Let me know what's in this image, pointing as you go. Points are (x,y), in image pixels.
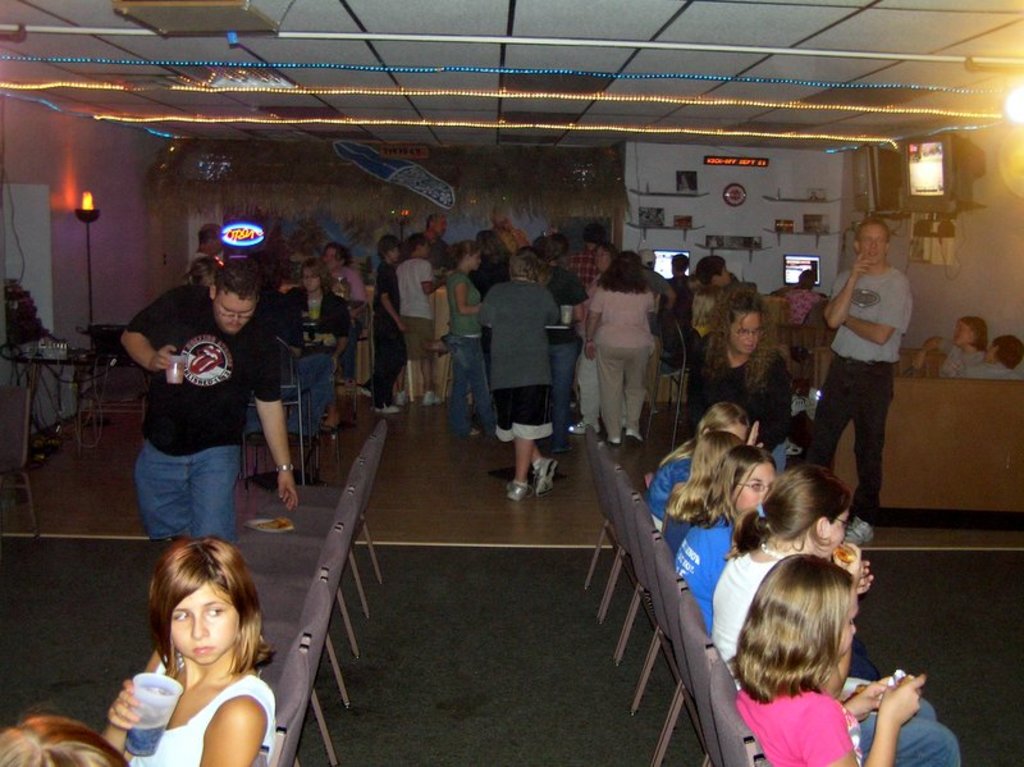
This picture describes about group of people (615,427), few people (755,482) are seated and few (891,296) are standing, in the left side of the image (192,676) we can see a woman (192,676), she is holding a glass (153,703) in her hand (122,722), in the background (960,117) we can see a television (915,193) and few lights (562,74).
